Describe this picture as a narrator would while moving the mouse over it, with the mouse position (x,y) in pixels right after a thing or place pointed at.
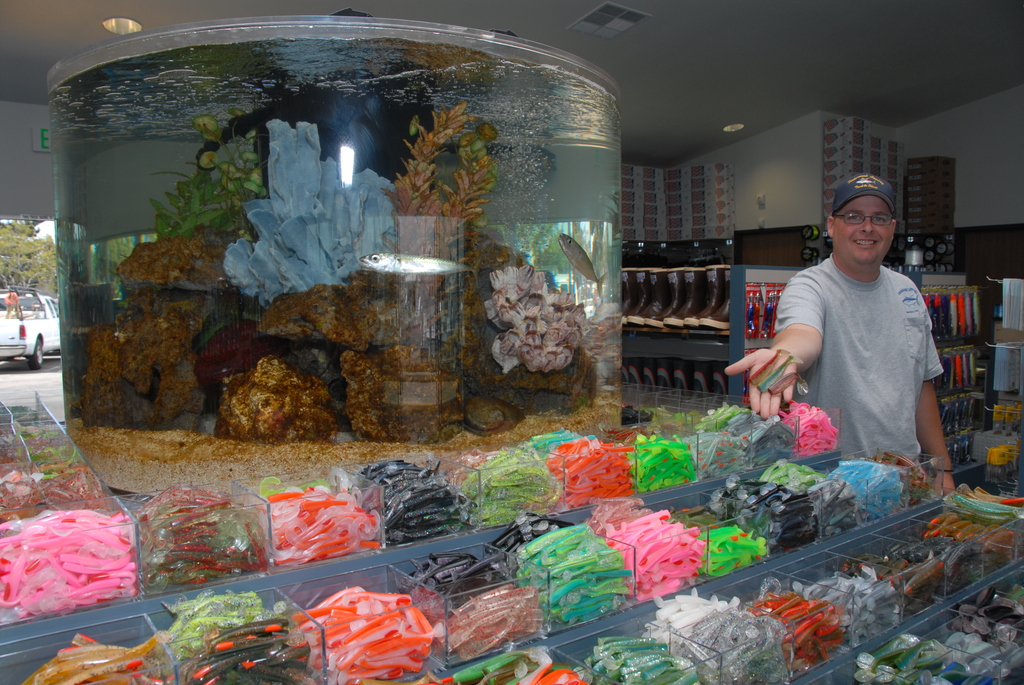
In this image in front (260,602) there are fishing lures (491,501) in the jars (323,593). In the center of the image (486,386) there is an aquarium (487,303). On the right side of the image (813,334) there is a person (800,348) holding the fishing lures (800,392). Behind him there are shoes (630,376) in the rack (676,353) and there are few other objects (962,304). On top of the image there are lights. There is a wall (806,167). In the background of the image (35,357) there are cars (49,326) on the road (48,365) and there are trees (30,254).
